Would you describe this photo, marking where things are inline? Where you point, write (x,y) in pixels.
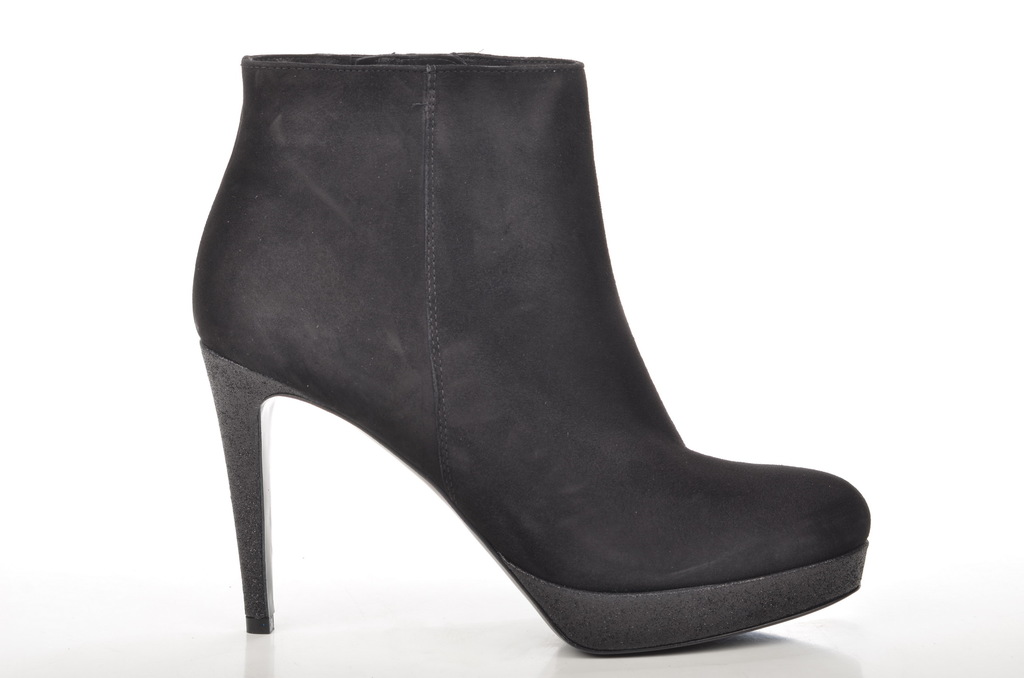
There is a woman heel shoe (411,363) which is black in color.
